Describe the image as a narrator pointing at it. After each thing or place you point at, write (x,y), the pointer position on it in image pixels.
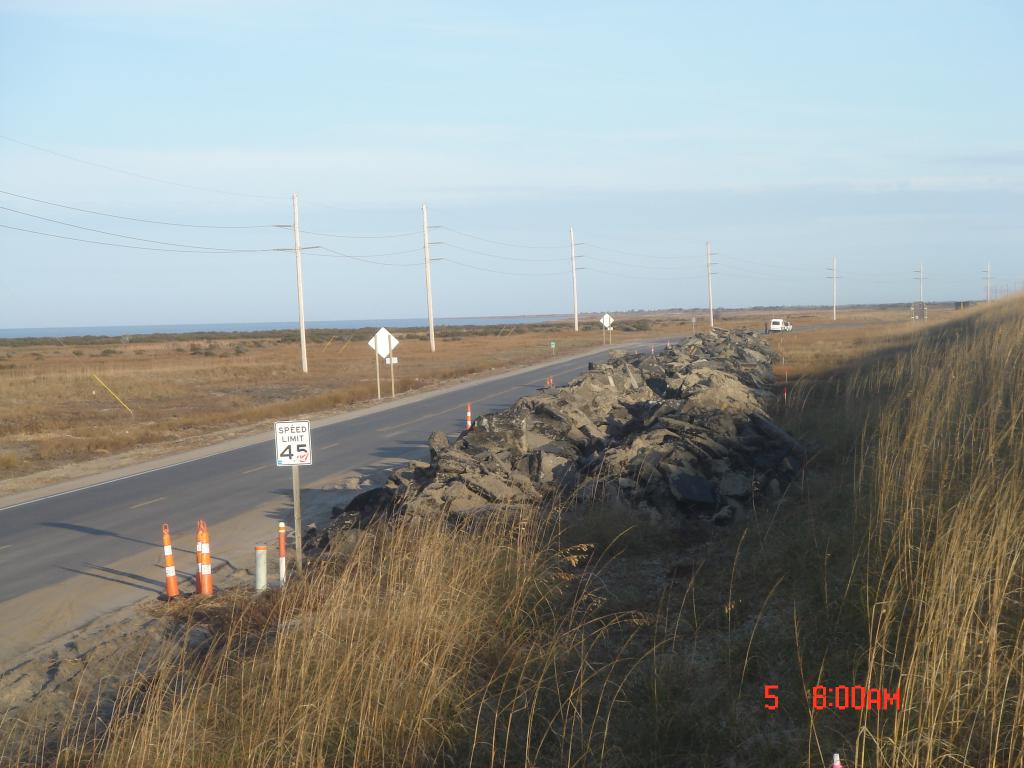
This picture is clicked outside. In the foreground (504,643) we can see the dry grass (531,571) and the rocks (581,460). In the center (385,334) we can see the safety cones (200,538), poles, boards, vehicle (784,331) and some other objects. In the background (438,102) we can see the sky (627,160). In the bottom right corner (861,700) we can see the numbers (820,699) and the text (879,705) on the image.
